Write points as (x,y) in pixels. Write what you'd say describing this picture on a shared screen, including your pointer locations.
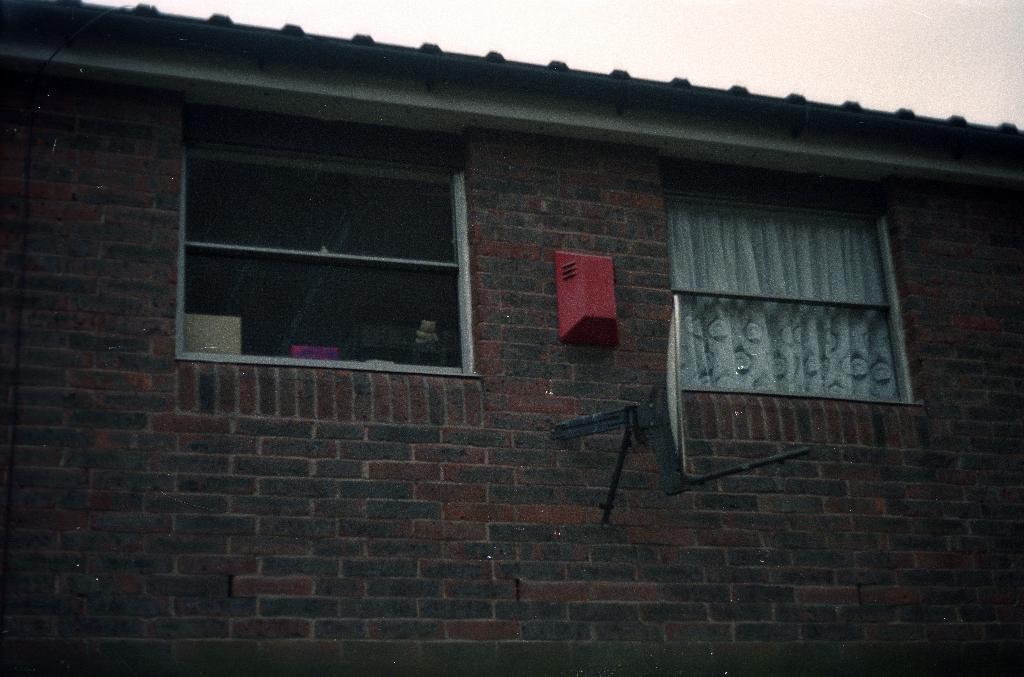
In this image we can see a building (667,326), curtain (803,314) to the window (826,263), antenna (692,478) to the wall (643,457) and sky (724,32).
